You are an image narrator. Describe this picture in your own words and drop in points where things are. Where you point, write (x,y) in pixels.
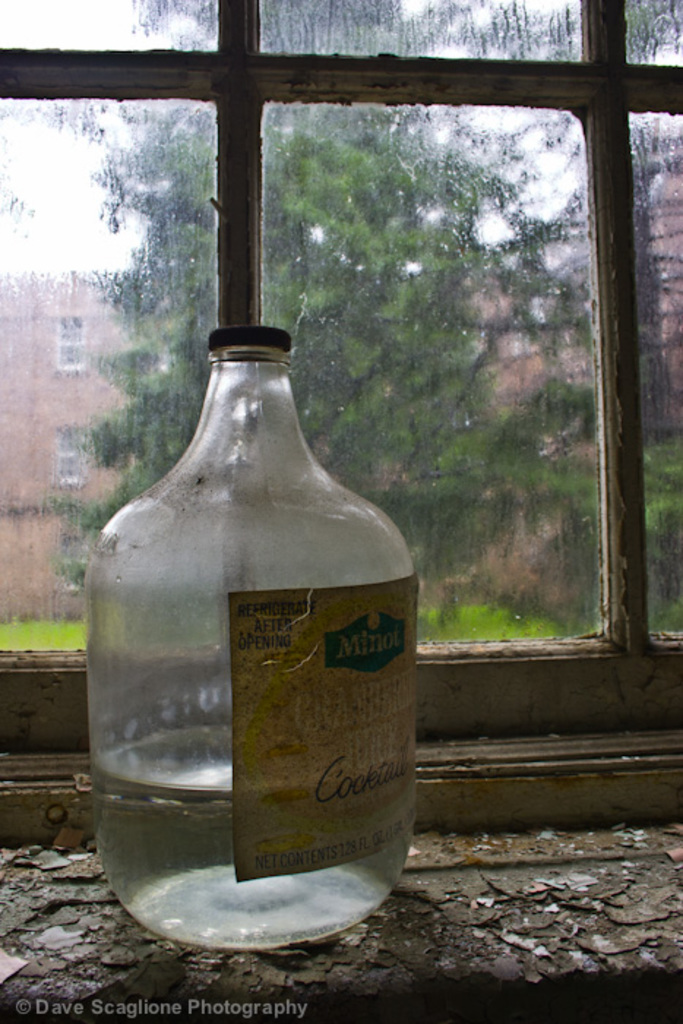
there is a glass bottle (267,697). behind that there is a window (287,239). outside the window (336,240) there are trees (357,289) and buildings (66,326).
